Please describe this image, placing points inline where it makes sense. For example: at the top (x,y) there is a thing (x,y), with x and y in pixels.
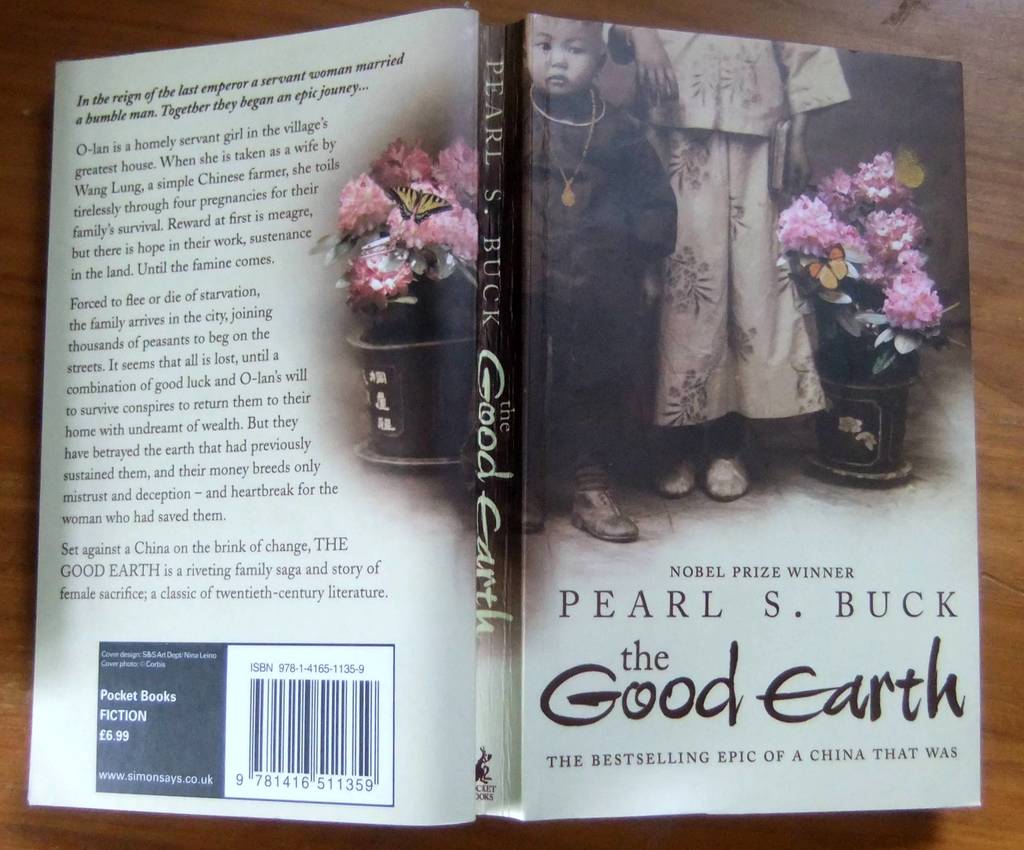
In this image I can see the book (317,146) and the book (249,545) is on the table (830,17). I can see two persons (590,412) standing and something written on the book (878,359). I can also see two flower pots (861,361) and the flowers (810,206) are in pink color.
